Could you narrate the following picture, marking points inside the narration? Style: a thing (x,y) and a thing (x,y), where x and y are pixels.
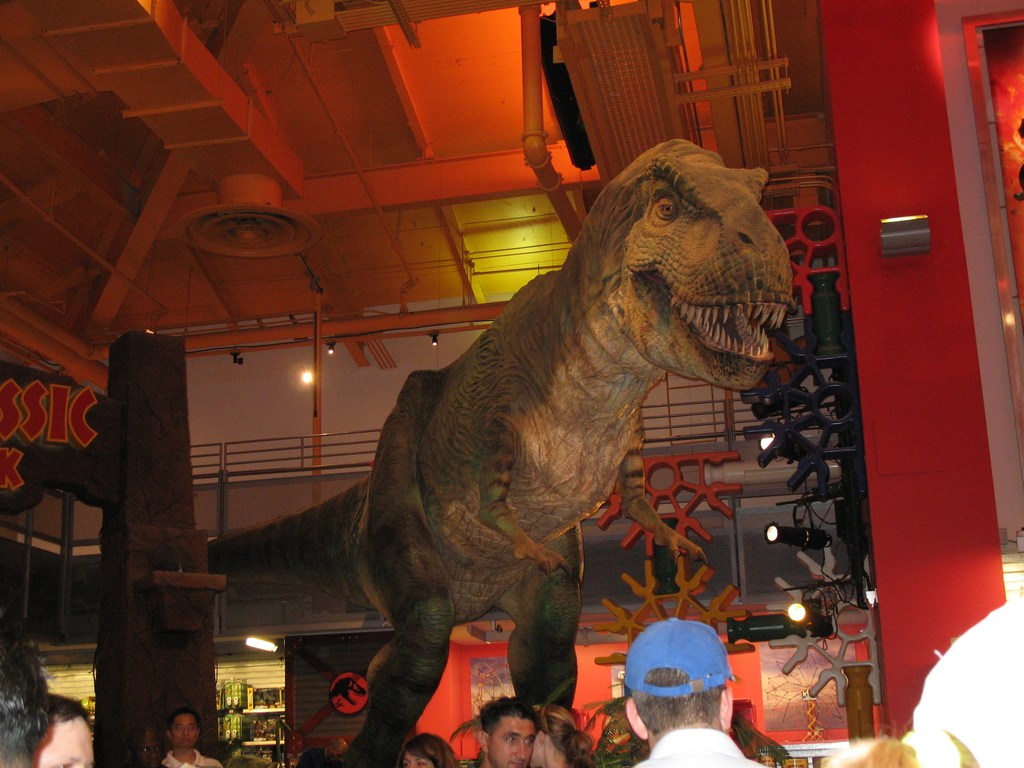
In this image I can see statue (580,437) of a dinosaur (578,465). There are group of people (80,737), there are focus lights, iron grilles (269,491), there is a pipe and there are some other objects (34,434).
